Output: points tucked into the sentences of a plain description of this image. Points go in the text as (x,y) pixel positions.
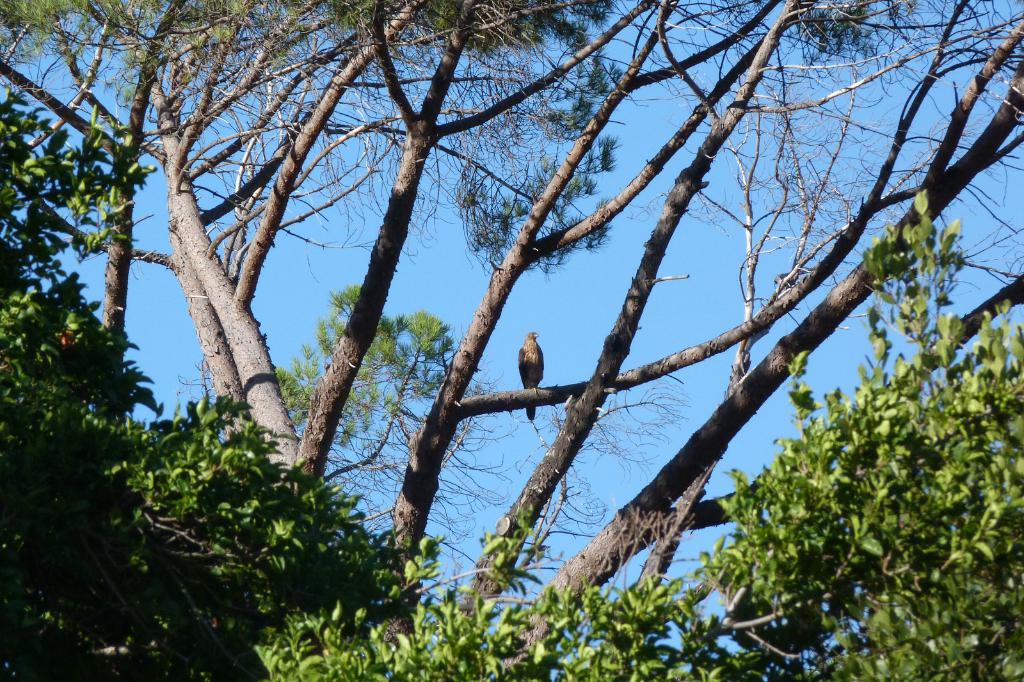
In this picture we can observe a bird (534,369) sitting on the branch (524,392) of a tree (625,386). We can observe trees (211,591) in this picture. In the background (319,318) there is a sky (484,267).
